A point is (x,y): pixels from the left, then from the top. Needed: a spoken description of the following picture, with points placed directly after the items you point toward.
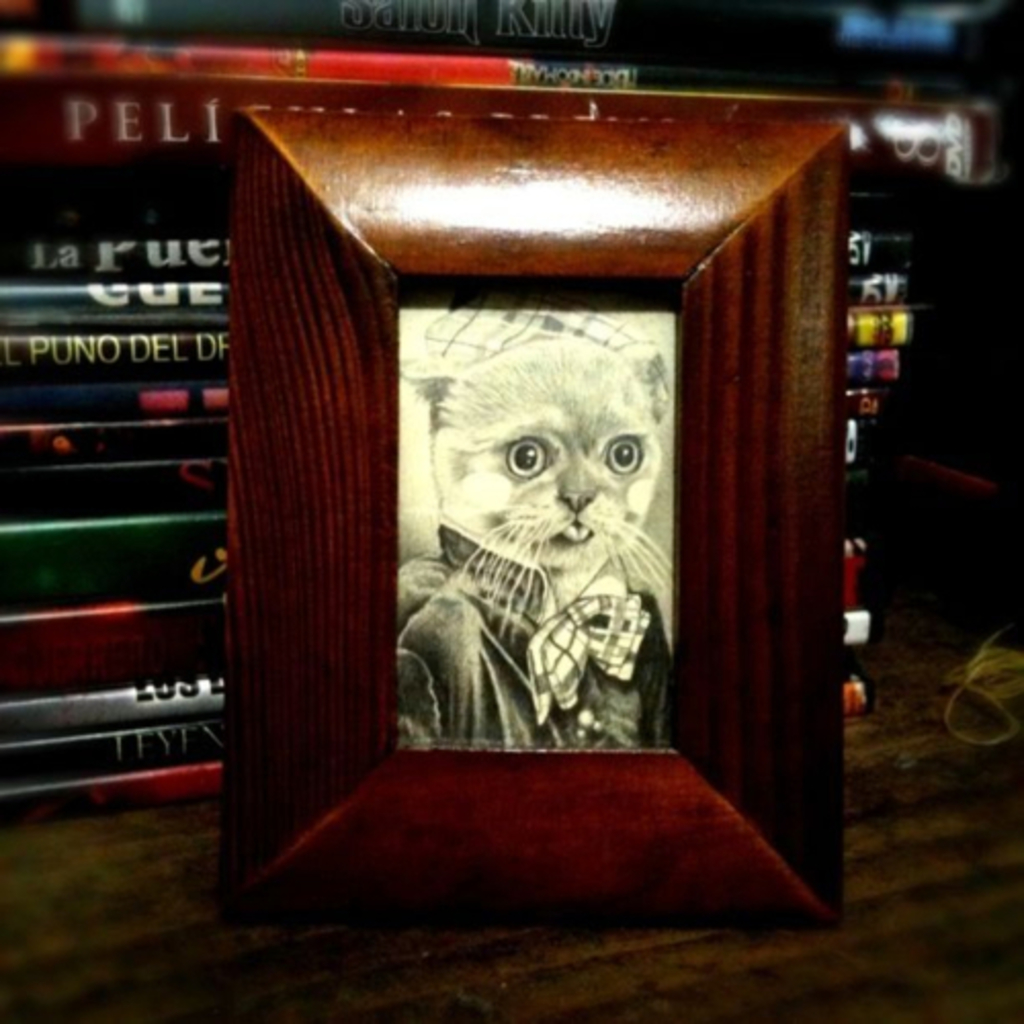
In this picture, there is a frame (408,802). In the frame (526,879), there is a cat (440,579). In the background (144,427), there are books (369,32).
